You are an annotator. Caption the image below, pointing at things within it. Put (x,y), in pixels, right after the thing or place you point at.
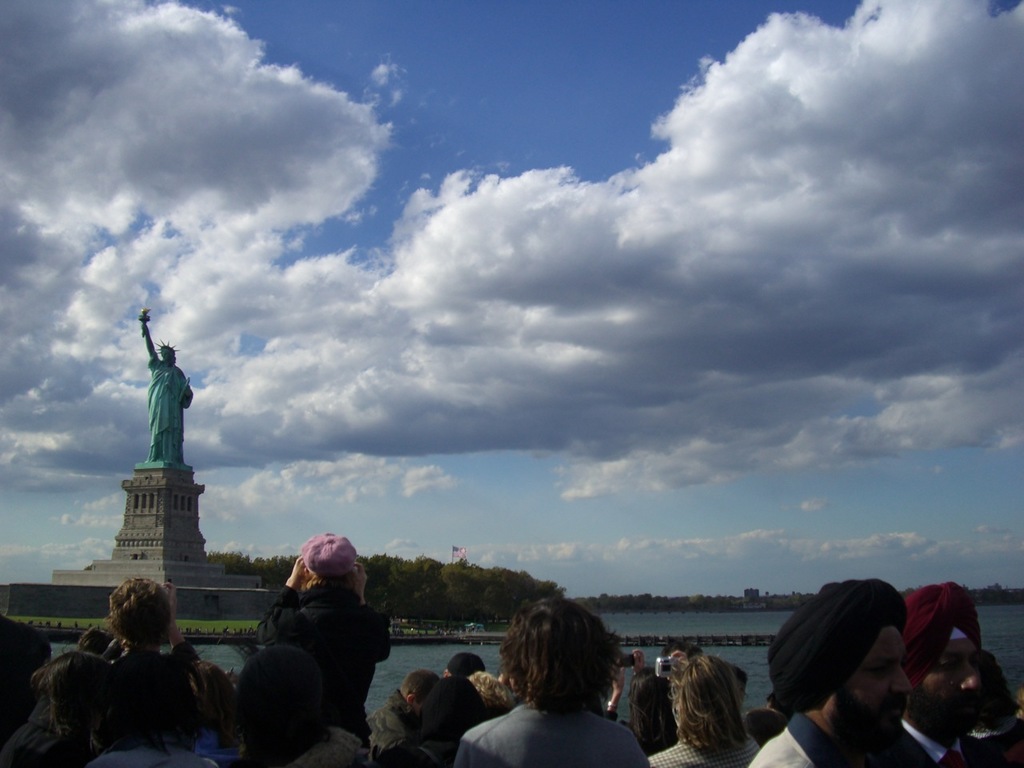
At the bottom of the image (274,678) there are people (568,727). In the background of the image (518,570) there are trees (475,601) and water (625,625). To the left side of the image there is a statue (190,546). At the top of the image (383,80) there is sky (343,85) and clouds (38,107).
